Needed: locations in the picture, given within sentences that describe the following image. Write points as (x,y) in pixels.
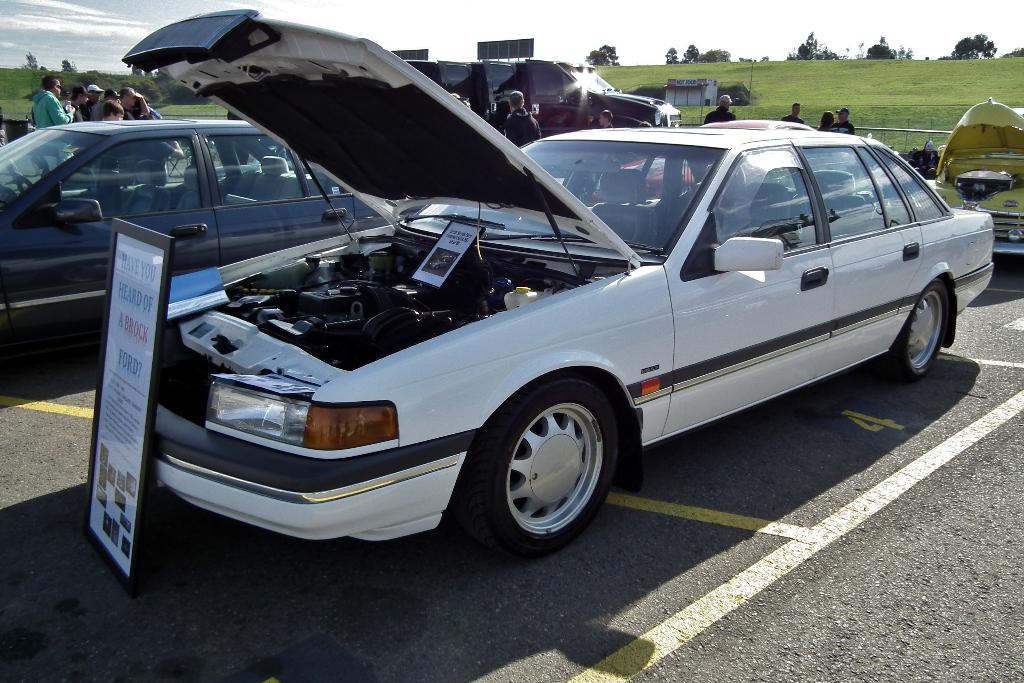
In the image we can see there are cars (419,222) which are parked on the road (715,543) and behind there are people (44,92) standing. The ground (883,84) is covered with grass (816,76) and there are lot of trees (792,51) at the back (803,60).
